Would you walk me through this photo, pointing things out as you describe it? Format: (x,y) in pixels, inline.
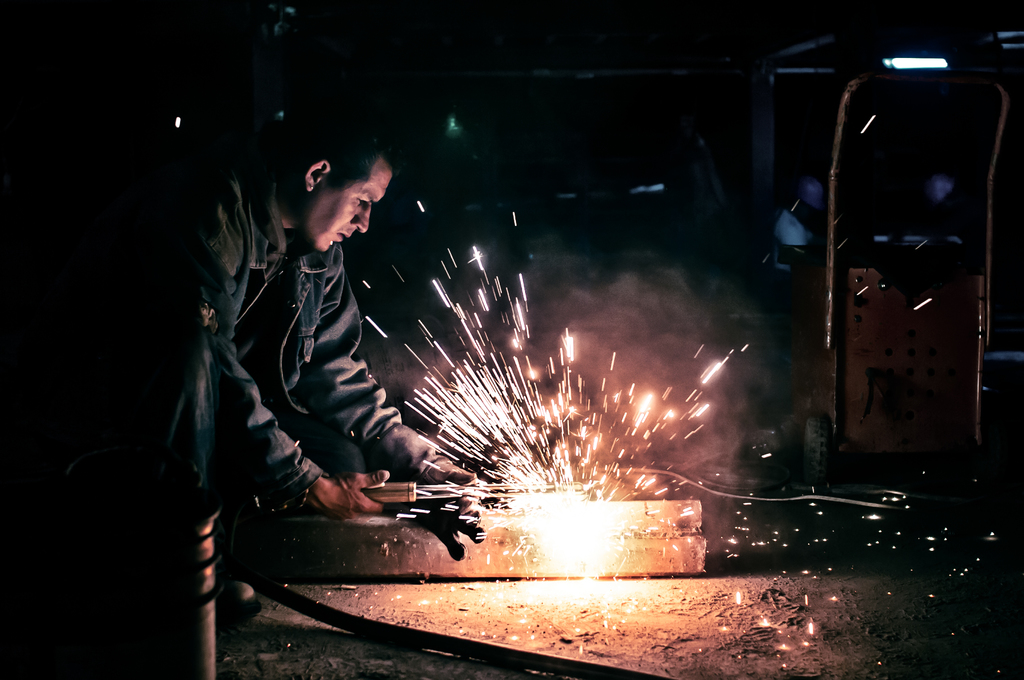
In this image, we can see a person (326,350) doing welding work and there is a block (544,543) and we can see lights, a stand (906,392) and some other objects (140,550).
